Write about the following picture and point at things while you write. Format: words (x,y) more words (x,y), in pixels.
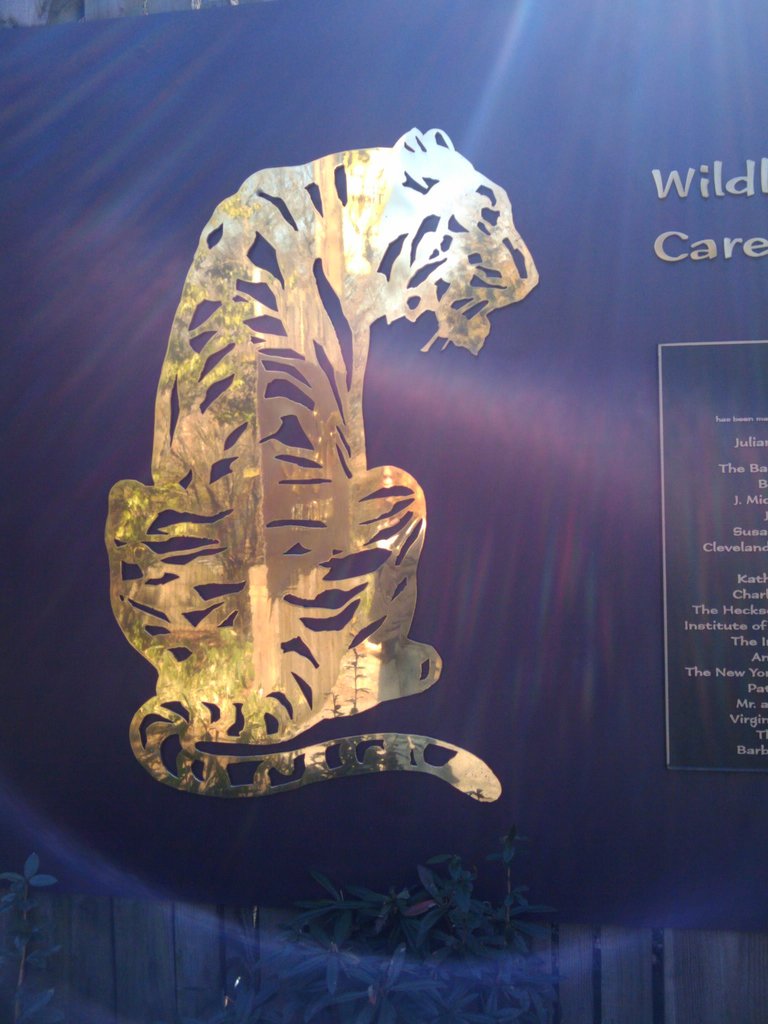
In this image I can see few plants (394,955) which are green in color and a banner (525,392) which is blue in color. I can see something is written and the picture of an animal (358,251) on the banner (516,198).
